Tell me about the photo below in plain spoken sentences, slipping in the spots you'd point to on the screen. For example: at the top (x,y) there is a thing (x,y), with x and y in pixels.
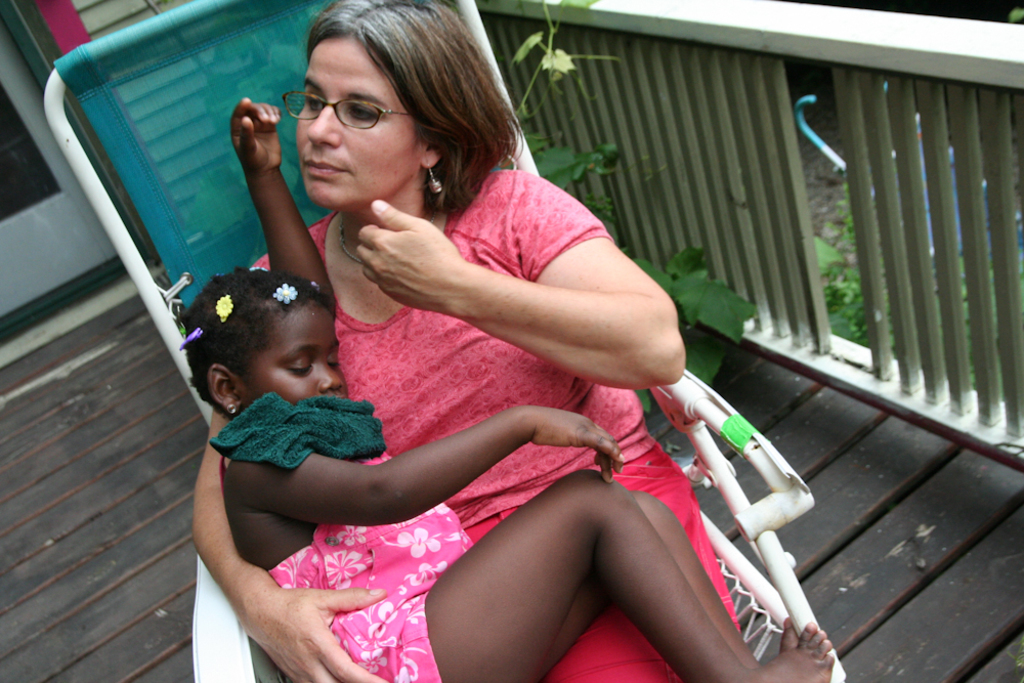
In the picture we can see a woman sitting in the chair (109,140) holding a girl child (496,571) and beside the chair (75,140) we can see the railing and behind the chair (186,201) we can see a part of the door (23,301).
